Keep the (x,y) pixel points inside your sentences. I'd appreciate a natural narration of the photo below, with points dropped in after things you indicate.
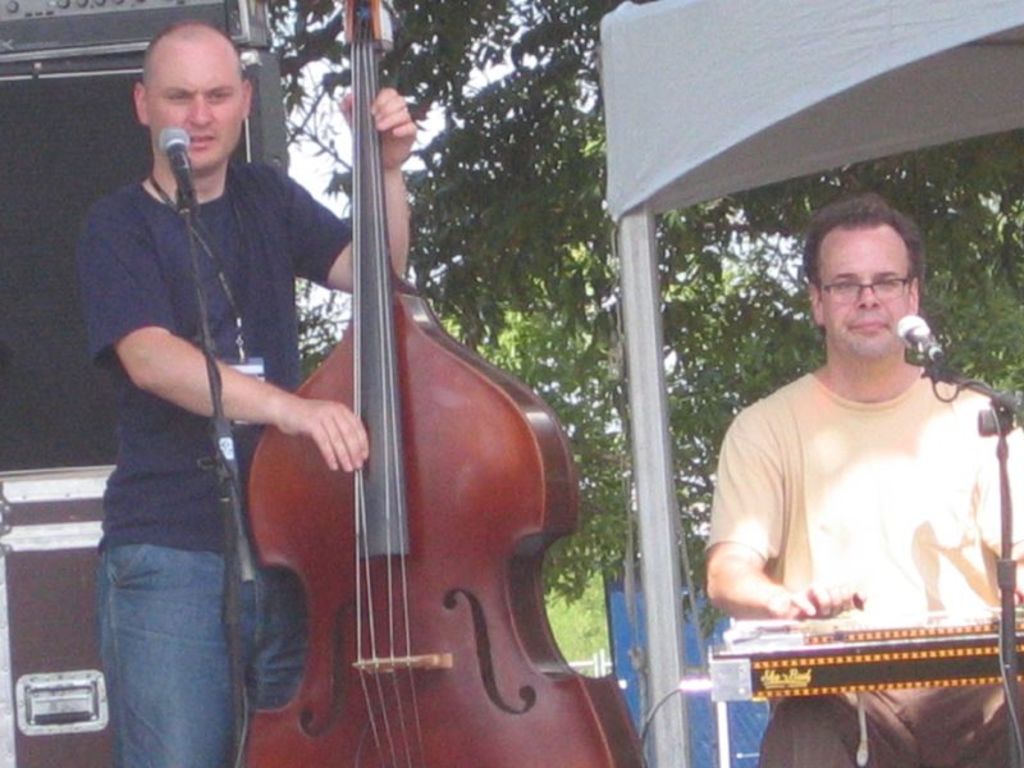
There are two people (197,478). On the right side of the person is sitting. His playing a steel guitar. On the left side of the person (184,412) is standing. He's holding a double bass (261,504). His playing a double bass (254,489). We can see in the background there is a trees (719,290), musical instruments (55,202).
